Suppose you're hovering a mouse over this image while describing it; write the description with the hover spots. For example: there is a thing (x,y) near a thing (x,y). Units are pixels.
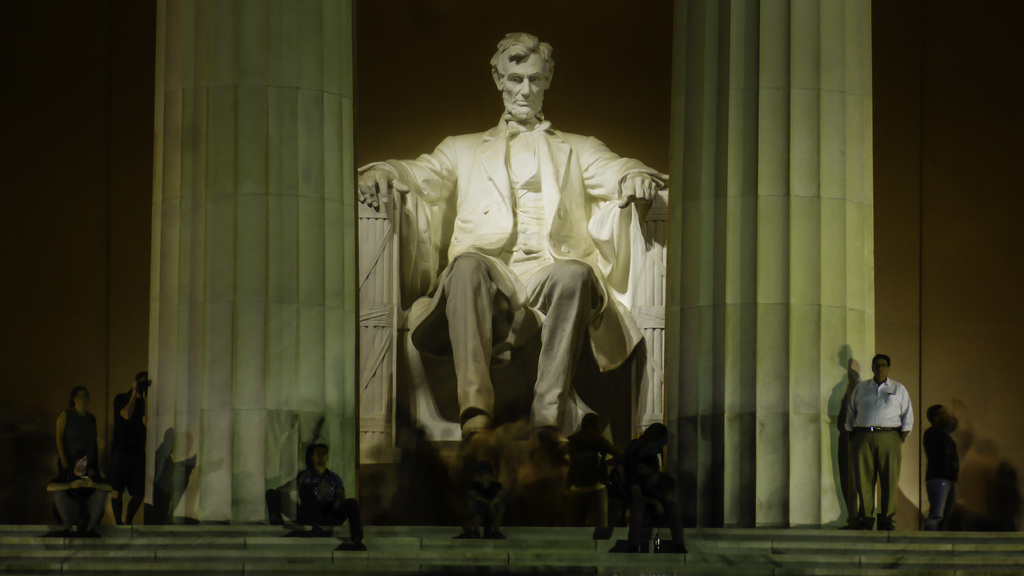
In this picture we can see a group of people (72,439) where some are standing and some sitting on steps (320,549), statue of a man (519,296) sitting on a chair (660,308), pillars (216,9) and in the background (96,70) we can see the wall (954,202).
